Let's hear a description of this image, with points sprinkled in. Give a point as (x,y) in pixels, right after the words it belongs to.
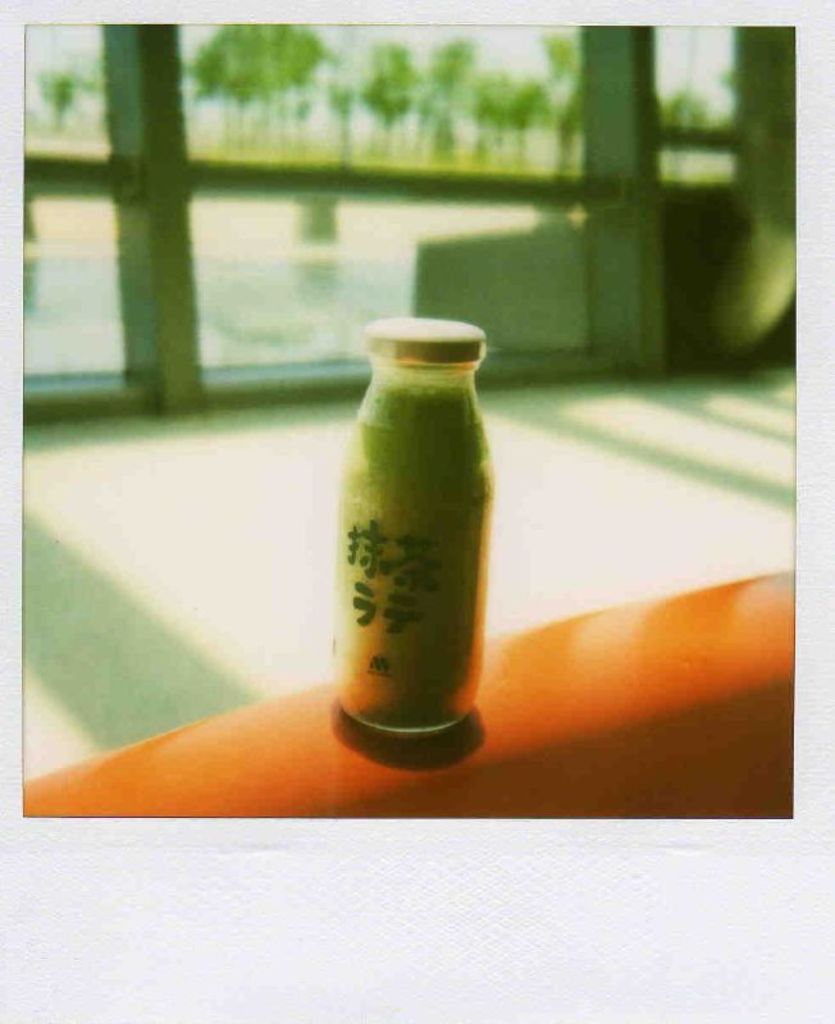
in this image there is a bottle (418,477) which is kept on a wall (340,752) which is in orange color, In the background (660,369) there is a glass window (346,141) which is in white color.
